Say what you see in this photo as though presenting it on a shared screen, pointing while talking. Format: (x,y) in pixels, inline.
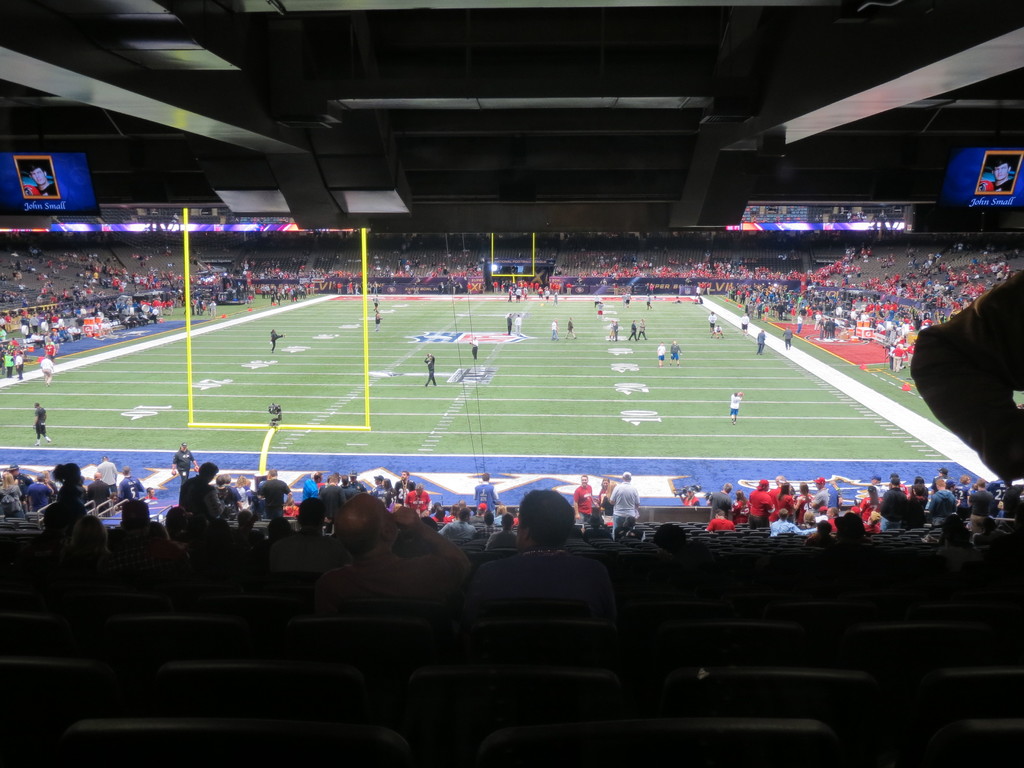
In this image I can see a stadium (137,386), in the stadium (148,420) I can see a play ground (535,372) and I can see yellow color rod (513,276) and persons (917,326) visible on middle (355,288) and around the ground (298,344) I can see crowd of people (500,557), at the top (180,110) I can see the roof (304,146).
